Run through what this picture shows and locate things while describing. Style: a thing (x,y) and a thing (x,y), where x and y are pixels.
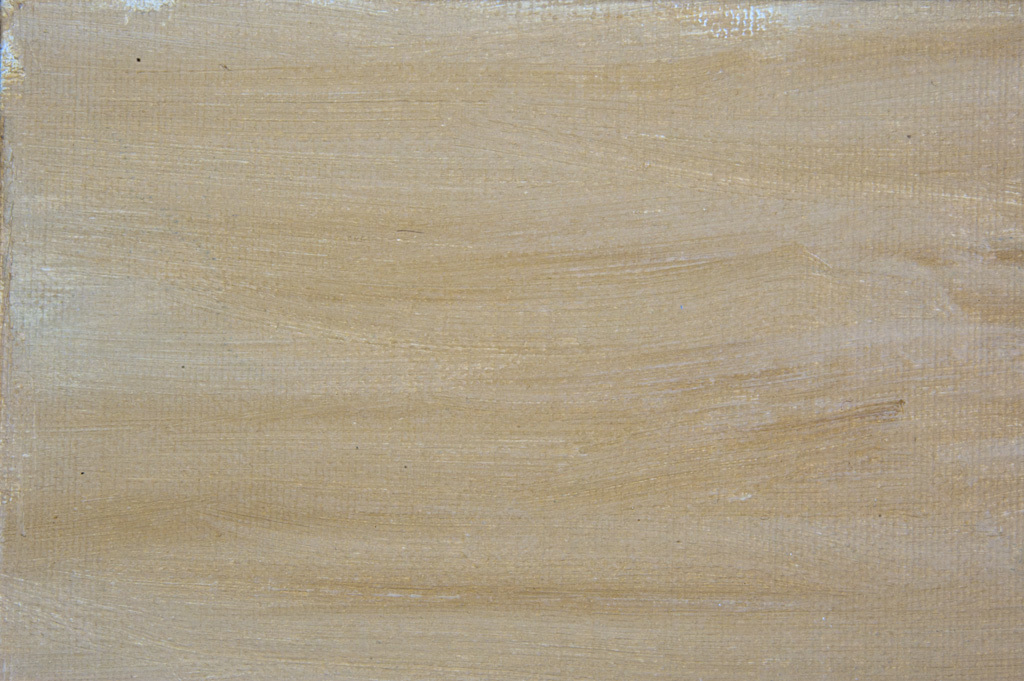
In this picture we can observe a cream color surface (481,221). There are some patches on the surface (356,586).
